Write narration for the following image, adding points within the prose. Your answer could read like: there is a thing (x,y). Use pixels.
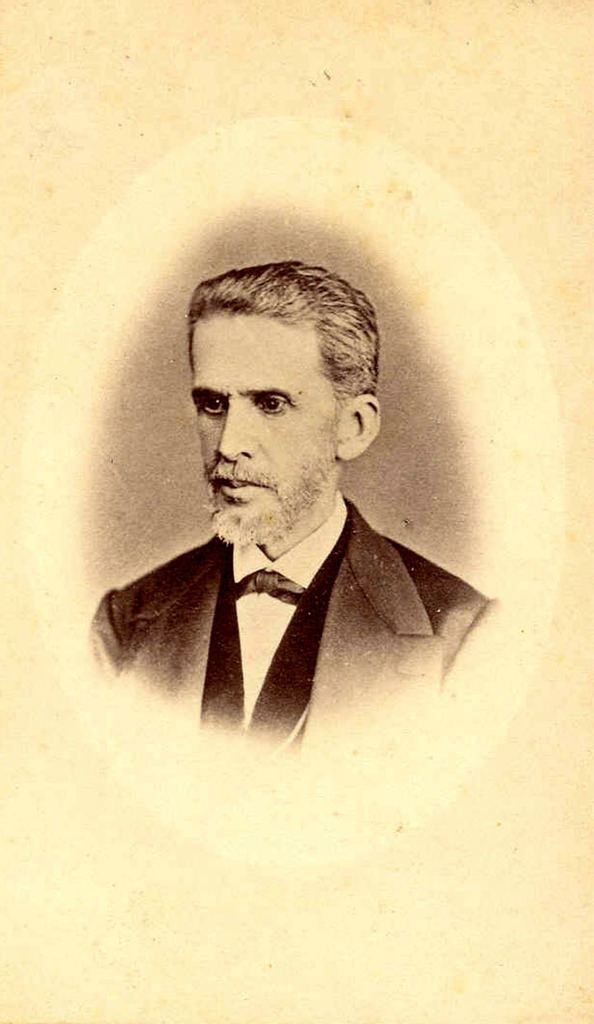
In this picture we can see a man (237,281) wore a blazer (381,601) and in the background (287,79) we can see cream color.
